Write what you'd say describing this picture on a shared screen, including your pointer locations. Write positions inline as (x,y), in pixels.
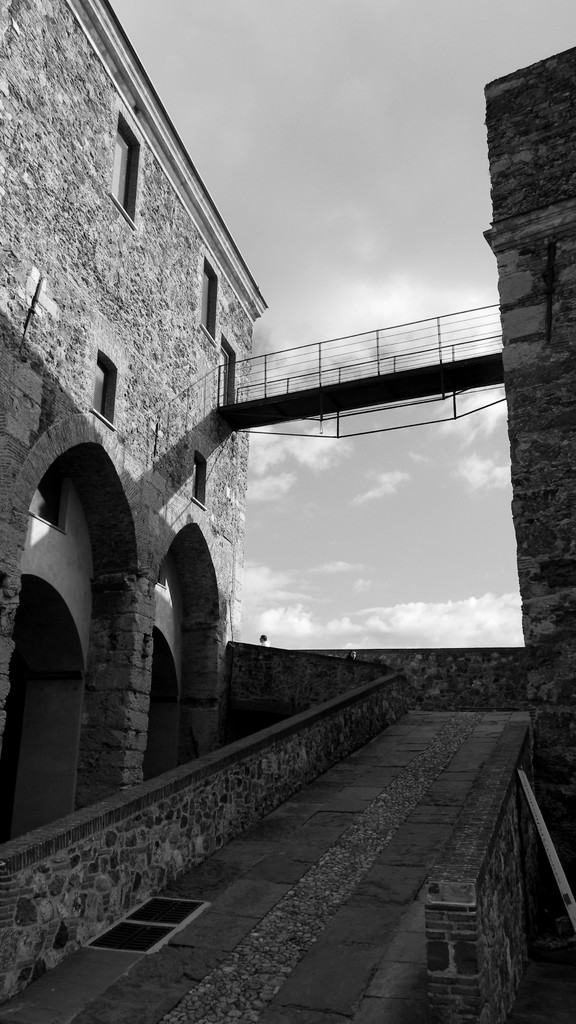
In this image there is a building (33,398). In the background (295,304) there is the sky (307,366).
